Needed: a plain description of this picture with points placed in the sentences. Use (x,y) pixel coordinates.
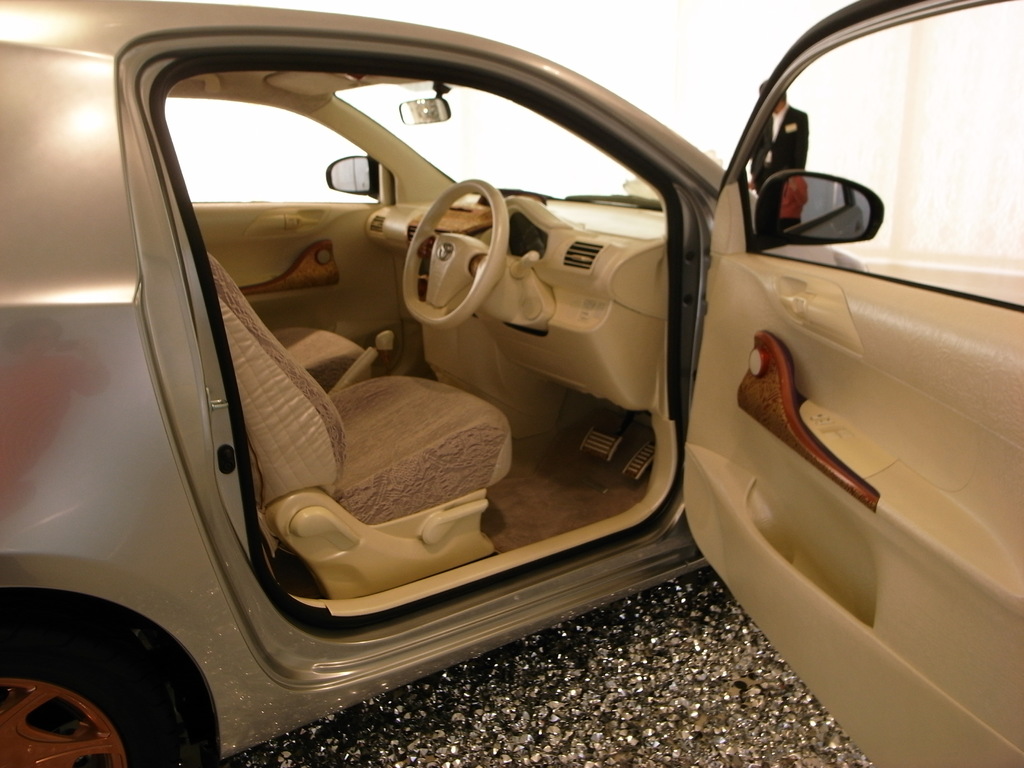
In the image we can see there is a car (568,532) parked on the ground (564,694) and front door (780,497) of the car (690,476) is open. Behind there is a person (784,106) standing.
